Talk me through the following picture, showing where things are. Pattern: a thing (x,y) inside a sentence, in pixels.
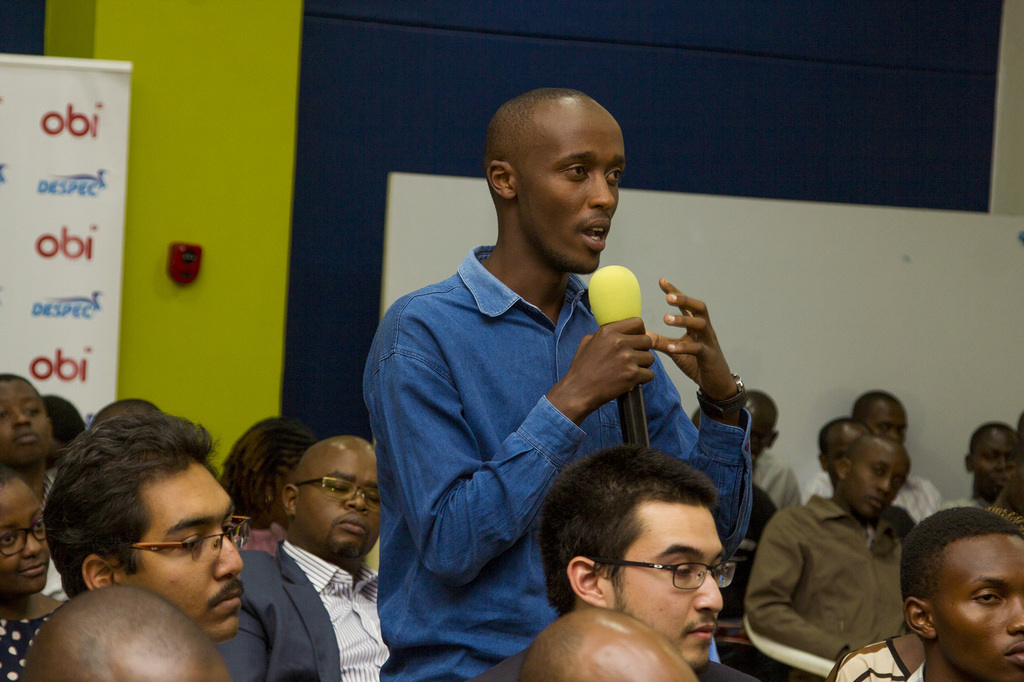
In this picture there is a boy (588,253) who is standing in the center of the image (455,281), by holding a mic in his hands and there are other people (828,589) those who are sitting on the right (809,549) and left side of the image (10,442), there is a poster (125,124) on the left side of the image (8,294).
